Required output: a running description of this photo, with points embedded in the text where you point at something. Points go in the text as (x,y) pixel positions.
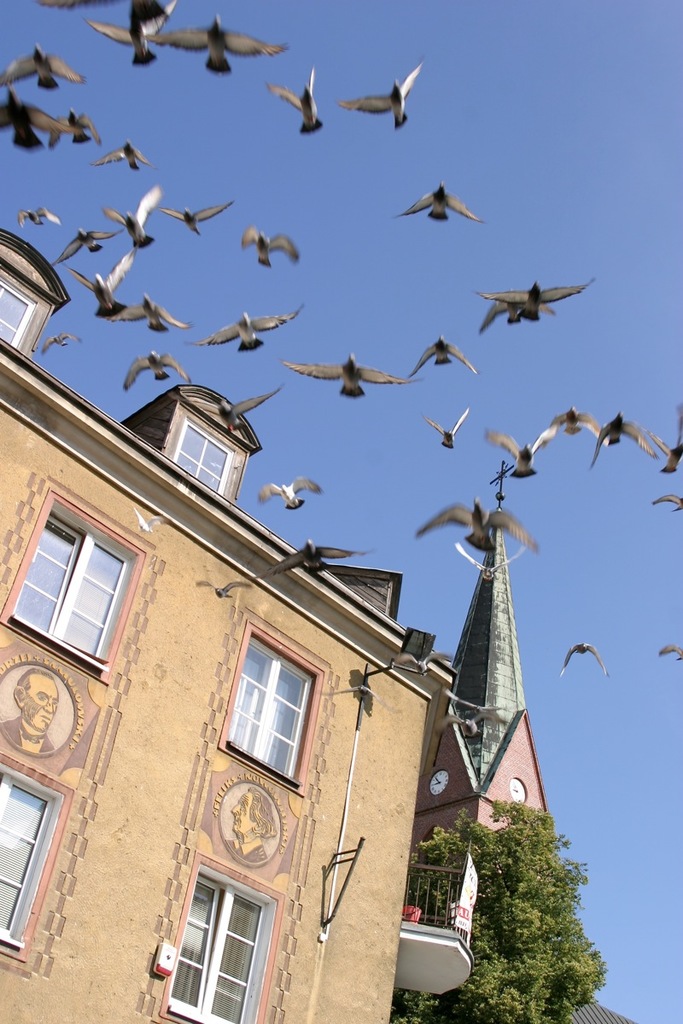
As we can see in the image there are buildings (387,903), windows (2,838), birds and trees (532,952). At the top (407,172) there is sky (364,197).
